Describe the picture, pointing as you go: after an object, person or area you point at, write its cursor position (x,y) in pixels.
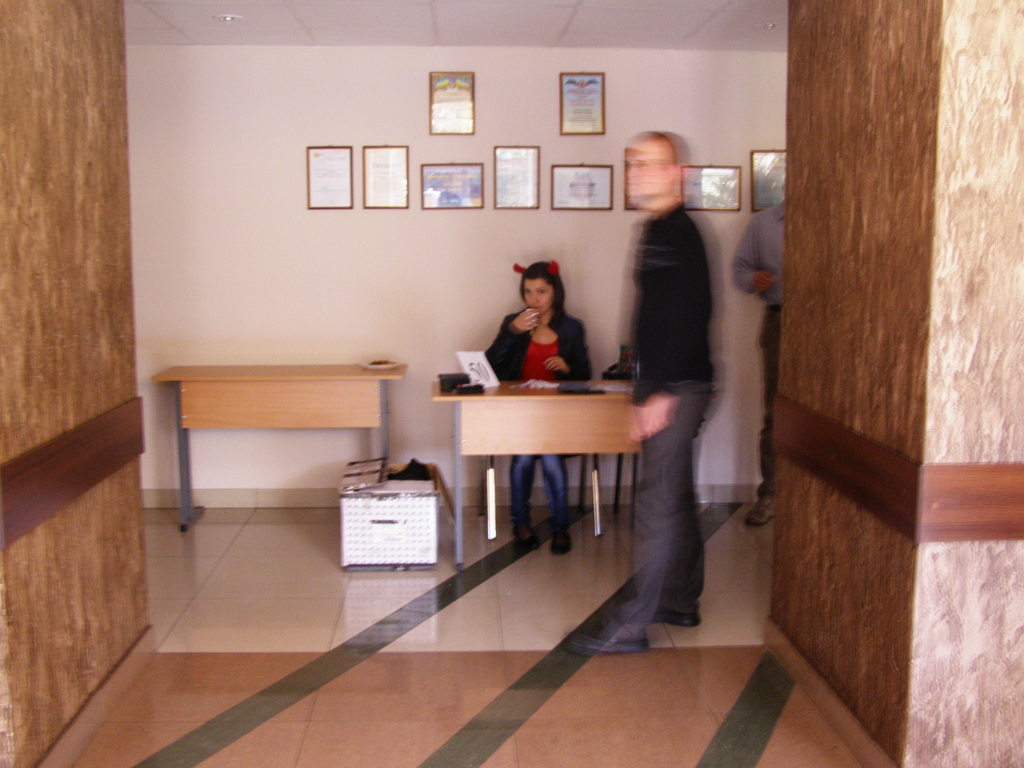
In this image there are three persons (560,363) a person (637,434) standing on the floor (706,665) and a person (550,313) sitting on the chair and at the top of the image (382,182) there are frames (591,122) attached to the wall (441,161).
